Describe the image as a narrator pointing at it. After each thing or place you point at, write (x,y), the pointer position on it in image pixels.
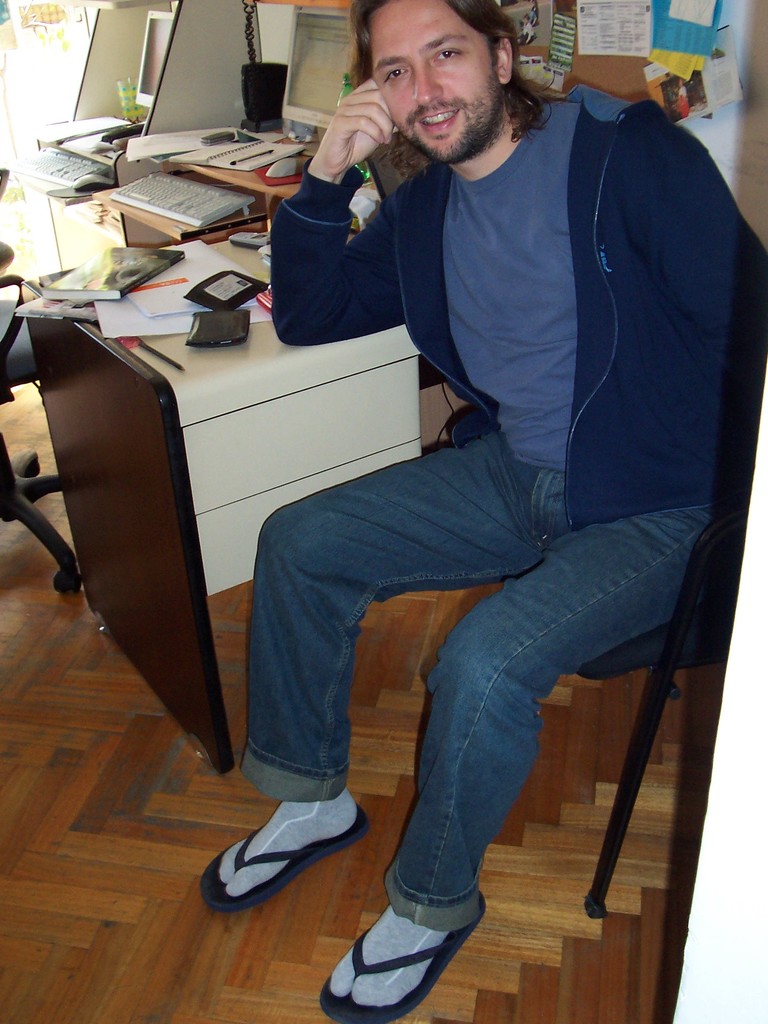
There is a person (322,847) sitting on a chair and he is on the right side (526,197) and he is smiling. This is a wooden table (199,230) where a computer (315,46), a keyboard (161,192) and books (149,251) are kept on it.
